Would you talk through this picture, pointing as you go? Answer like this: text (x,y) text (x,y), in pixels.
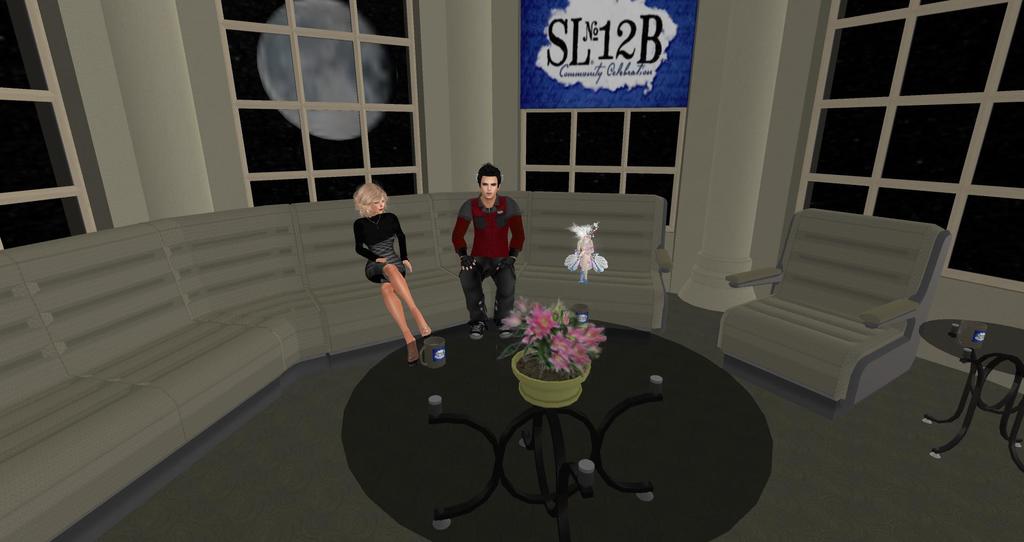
In this image I can see the animated picture in which I can see few couches (182,325) which are grey in color and I can see two persons (509,258) are sitting on them. I can see a glass table (482,438) and on the table (476,417) I can see two cups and a flower pot (552,375) with few pink colored flowers (564,349) in it. In the background (489,107) I can see the cream colored wall (466,71), few windows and through the windows (600,138) I can see the dark sky (839,125) and the moon (319,15).
